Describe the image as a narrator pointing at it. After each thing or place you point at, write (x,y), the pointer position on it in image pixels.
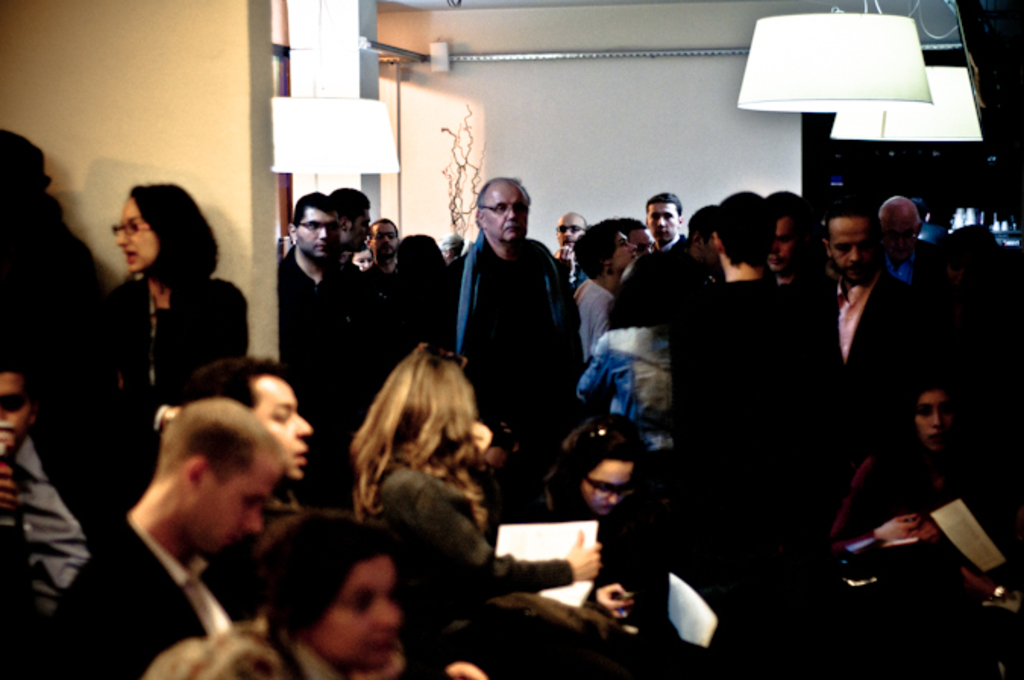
In this picture we can see a group of people (696,442), papers (529,556), lights (335,126), pillar (306,37), some objects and in the background (703,92) we can see the wall (772,188).
